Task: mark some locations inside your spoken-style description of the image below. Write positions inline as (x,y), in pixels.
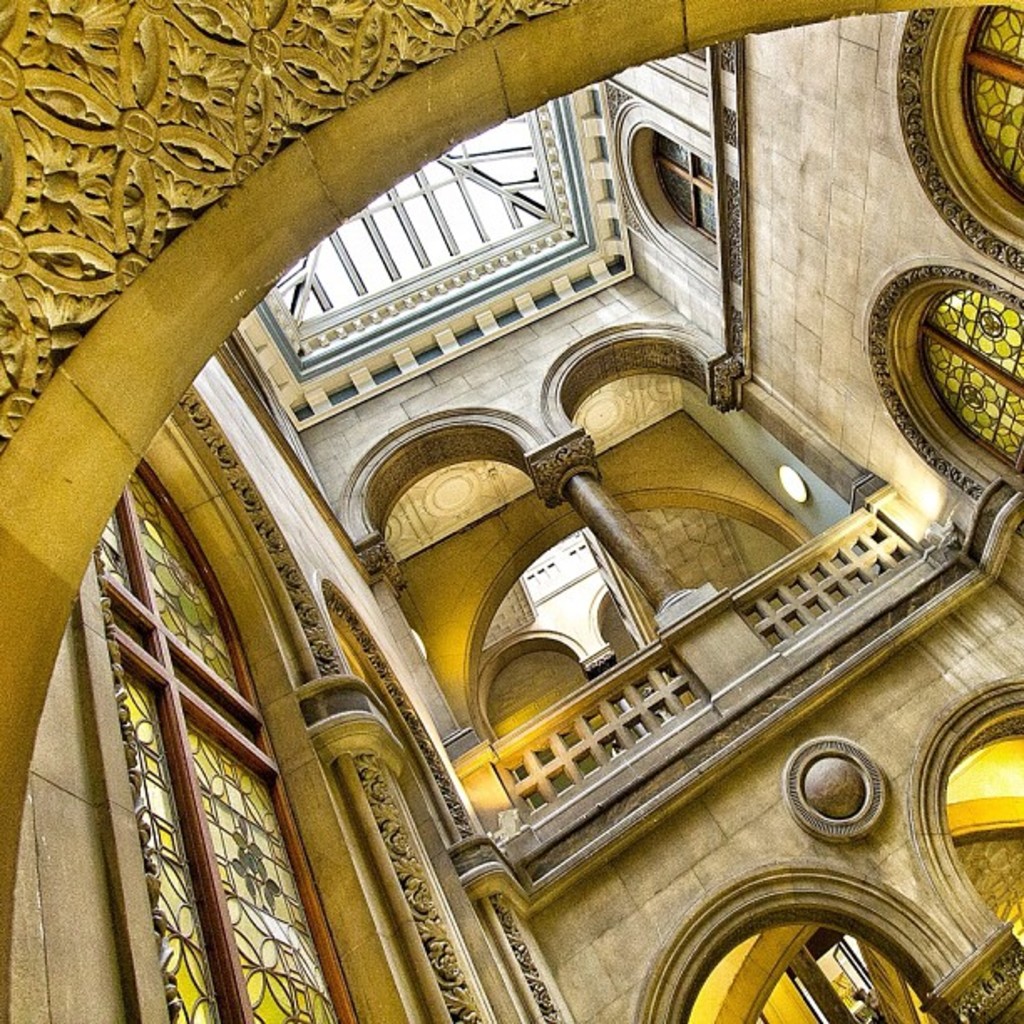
In this image, we can see the interior view of a building (603,544). We can see some arches (653,336) and pillars (556,460). We can see the fence (867,535) and walls (817,146). We can see the glass windows (233,791). We can see the shed (406,245).
